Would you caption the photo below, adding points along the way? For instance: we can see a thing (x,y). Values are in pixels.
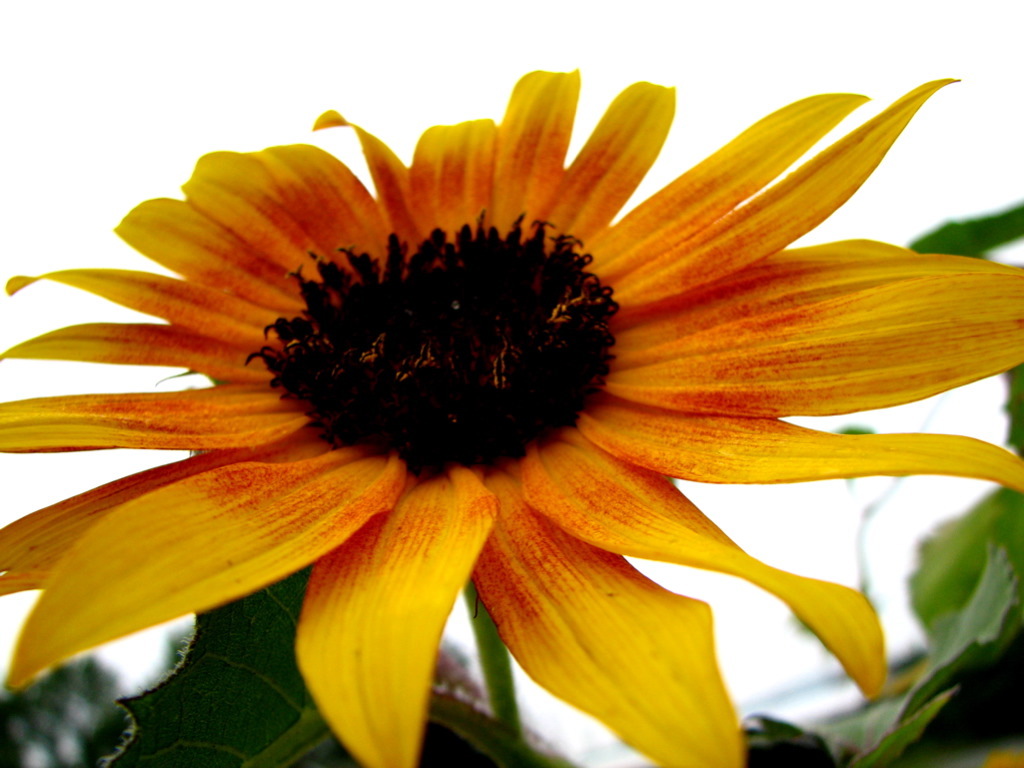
In this image there is yellow color flower (618,454) with leaves (179,692). There is white background (47,122).
